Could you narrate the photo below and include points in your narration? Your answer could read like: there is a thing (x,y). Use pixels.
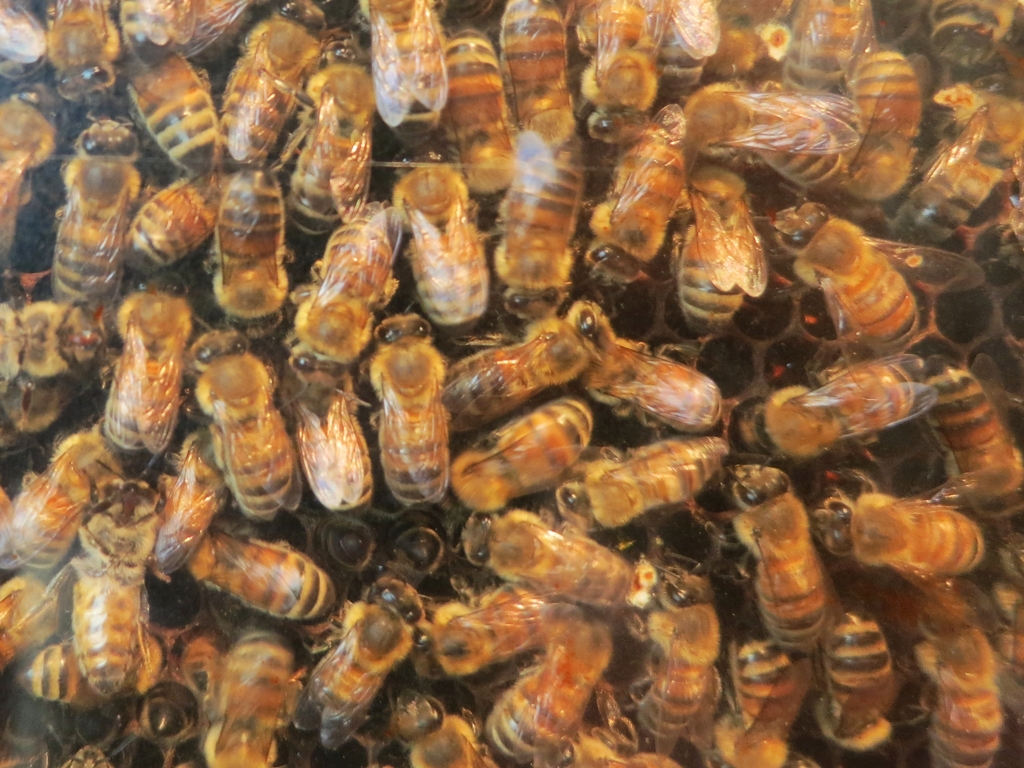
In this image we can see a group of honey bees (580,492) on the honeycomb (318,551).
